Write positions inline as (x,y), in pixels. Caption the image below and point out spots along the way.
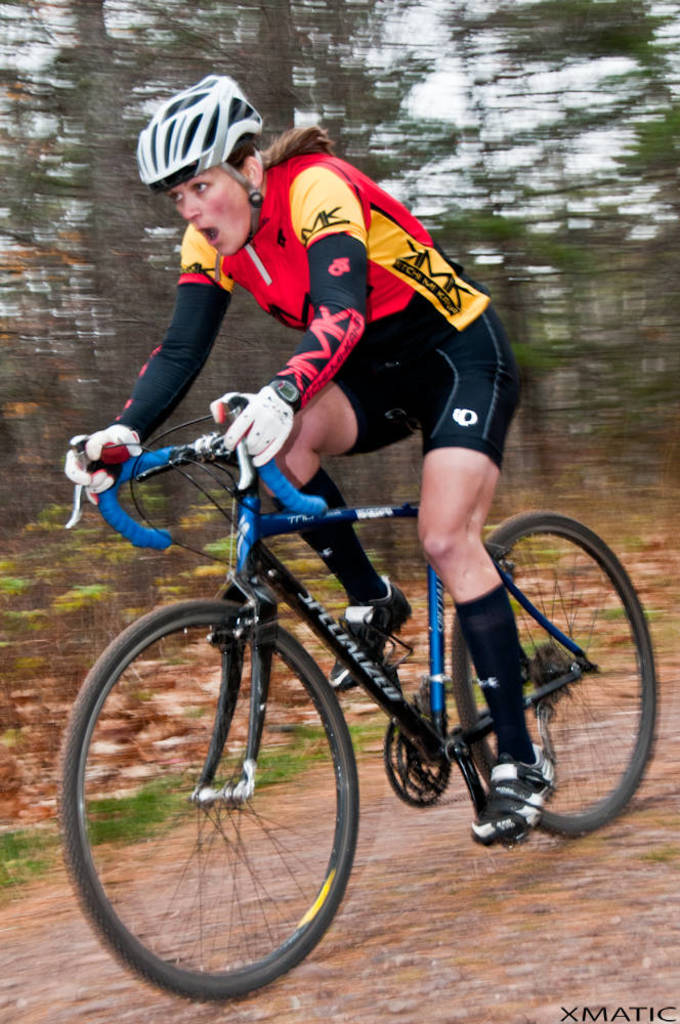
A woman (209,212) is riding a bicycle (91,896) wearing a helmet (213,94).
